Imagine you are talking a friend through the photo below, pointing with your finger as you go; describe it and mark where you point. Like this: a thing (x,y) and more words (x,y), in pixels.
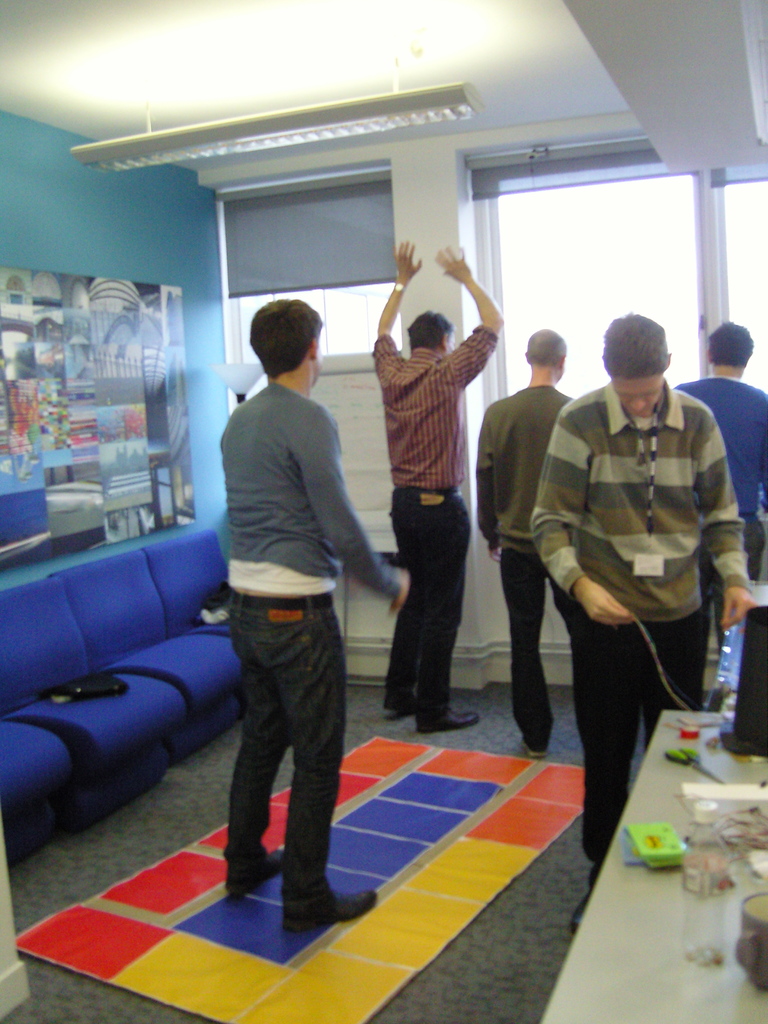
In this image we can see a person (266,472) is standing on an object (207,898) on the floor (62,989) and few other persons (532,407) are standing on the floor (144,809) and we can see a frame (120,322) on the wall (123,178), objects (64,699) on the chairs (57,715), windows (345,310) and lights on the ceiling (291,17). On the right side (697,850) there is a water bottle (706,853) and objects (661,847) on the table (640,903).
